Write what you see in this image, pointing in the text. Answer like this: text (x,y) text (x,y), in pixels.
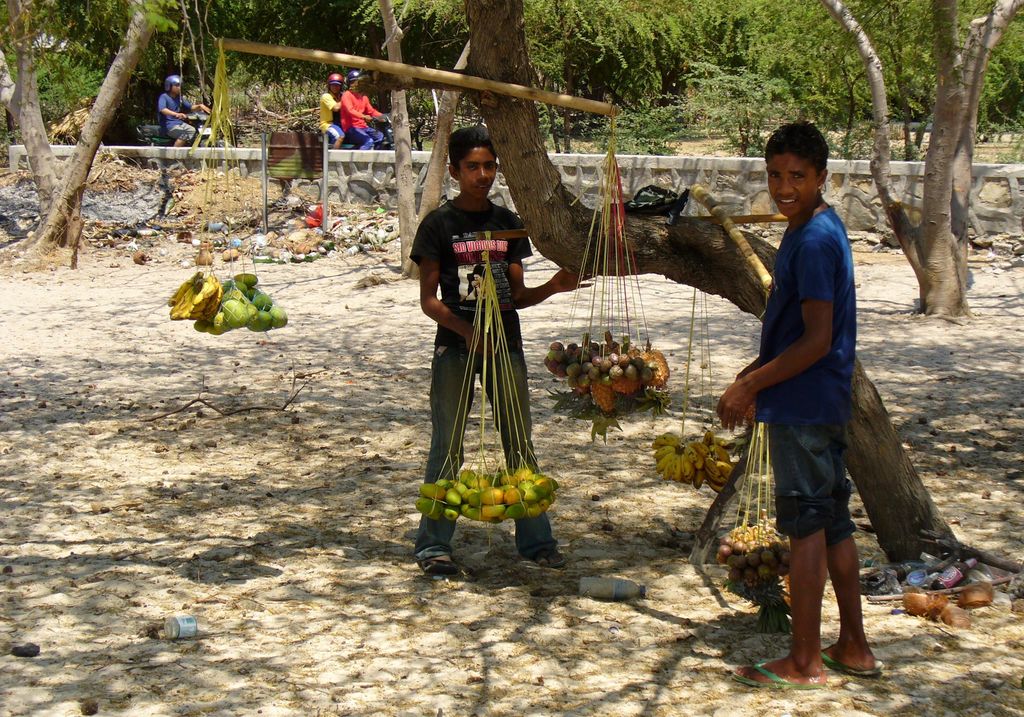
In this picture there are people (464,172), among them few people (348,104) riding bikes (155,134) and we can see fruits (638,402) in the nets (613,223), which are hanging to the wooden poles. We can see wall (1018,227), board (272,155) attached to the poles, trees (71,176), bottles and objects (280,199) on the grounds (257,188).
